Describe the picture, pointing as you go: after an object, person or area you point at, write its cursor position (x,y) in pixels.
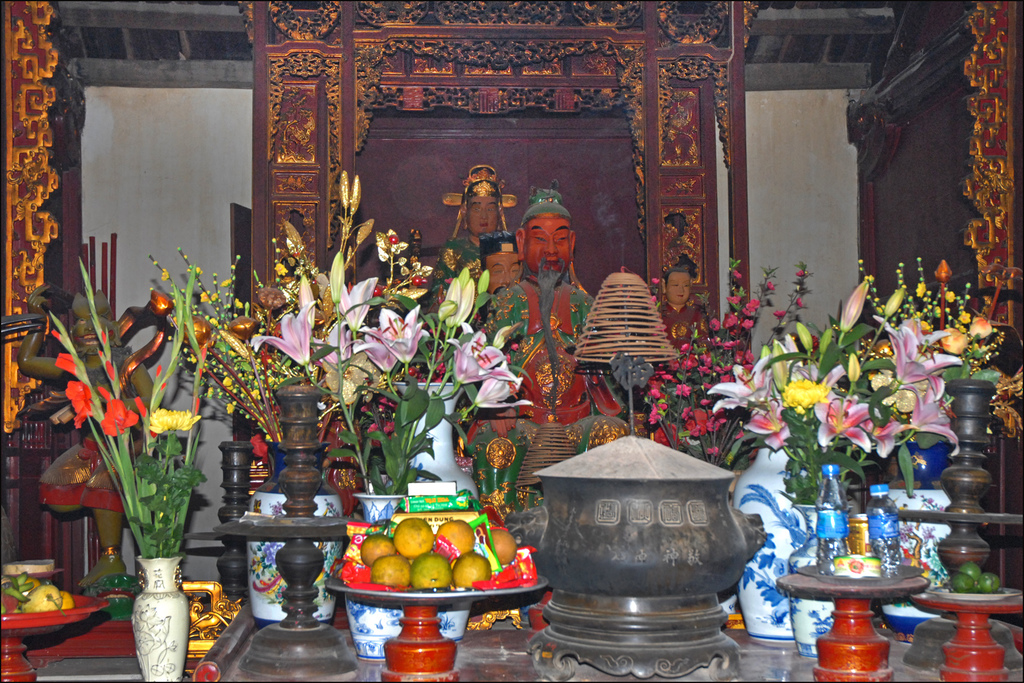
In this image there are sculptures (532,413) and we can see stands (224,538). There are flower vases (147,635). We can see fruits (468,580) placed on the stands (36,615). There are bottles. We can see decors (374,354). In the background (424,256) there is a wall (821,230) and we can see boards (992,156).
